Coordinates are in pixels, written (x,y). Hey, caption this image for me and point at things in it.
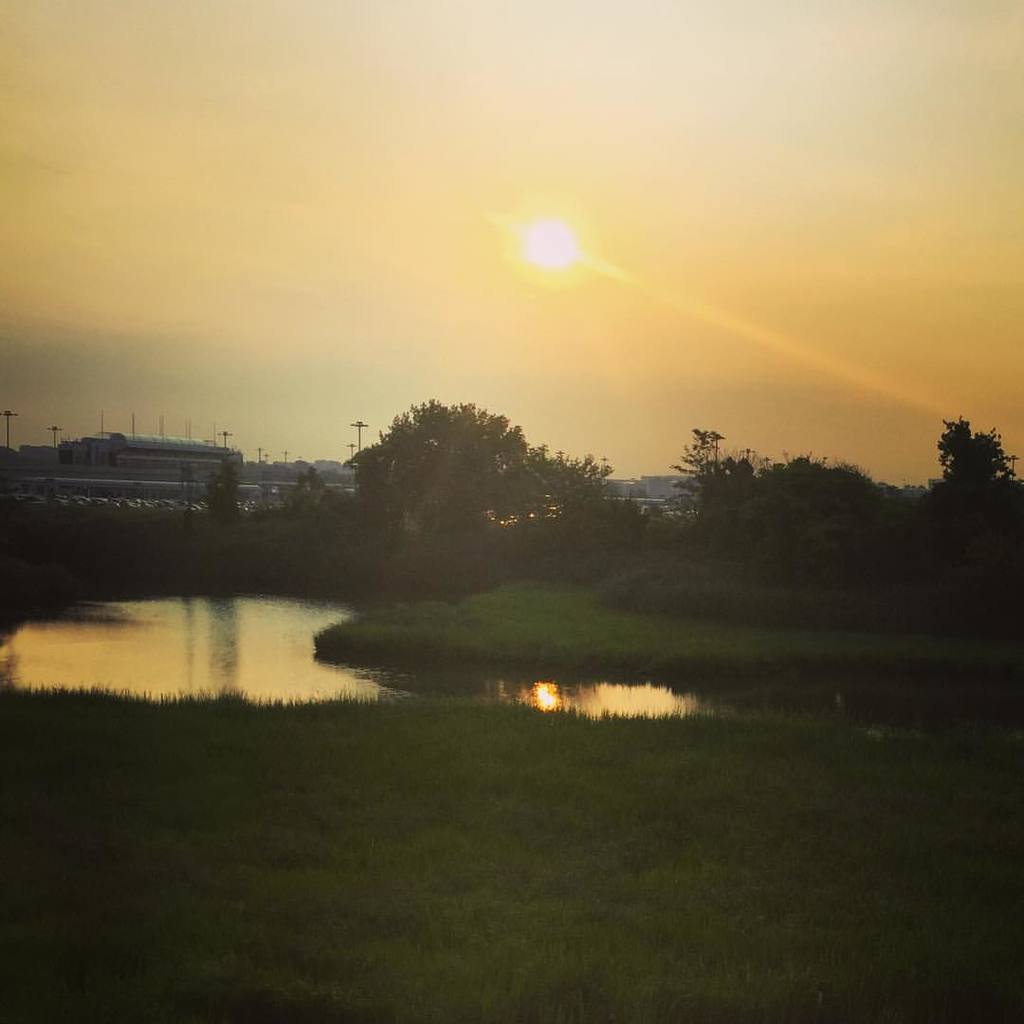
At the bottom of this image (493,858), there is grass (884,746) on the ground (872,759), there is water (211,659) of a lake (204,615), there are trees (456,523), buildings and there are poles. In the background (778,266), there are clouds (196,347) and a sun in the sky (201,202).
